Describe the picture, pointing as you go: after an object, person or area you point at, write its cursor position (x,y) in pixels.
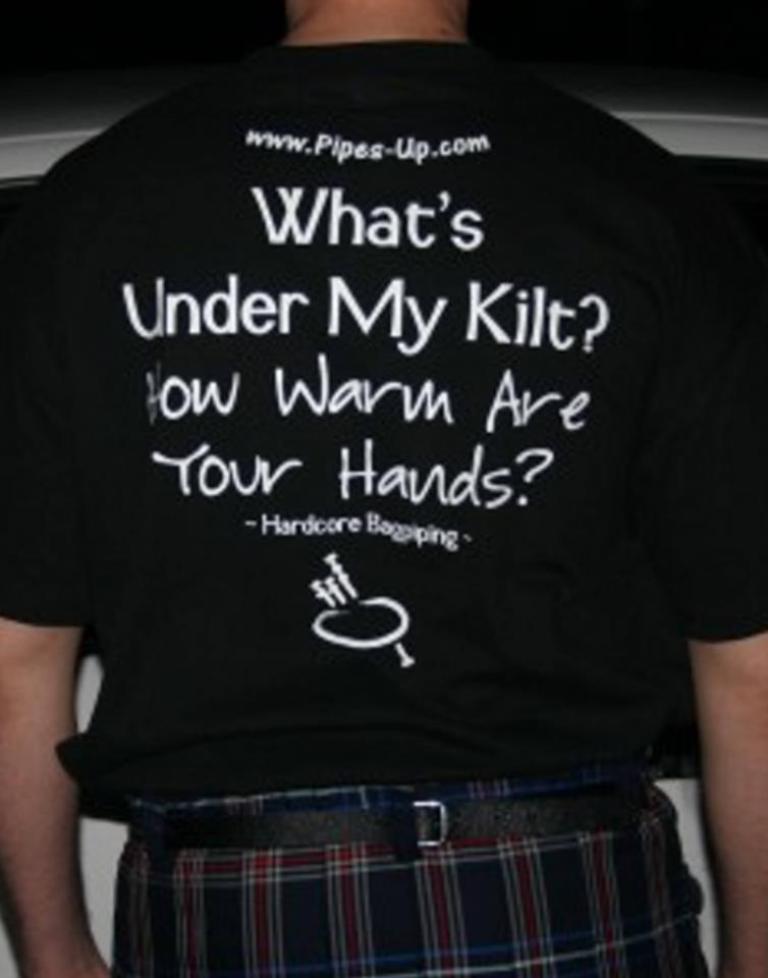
In this picture, we see the man (432,406) who is wearing the black T-shirt (544,425) is standing. We see some text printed on the black T-shirt (436,366). We see a belt (471,813) in black color. In the background (746,181), it is in white and black color. This picture might be clicked in the dark.
